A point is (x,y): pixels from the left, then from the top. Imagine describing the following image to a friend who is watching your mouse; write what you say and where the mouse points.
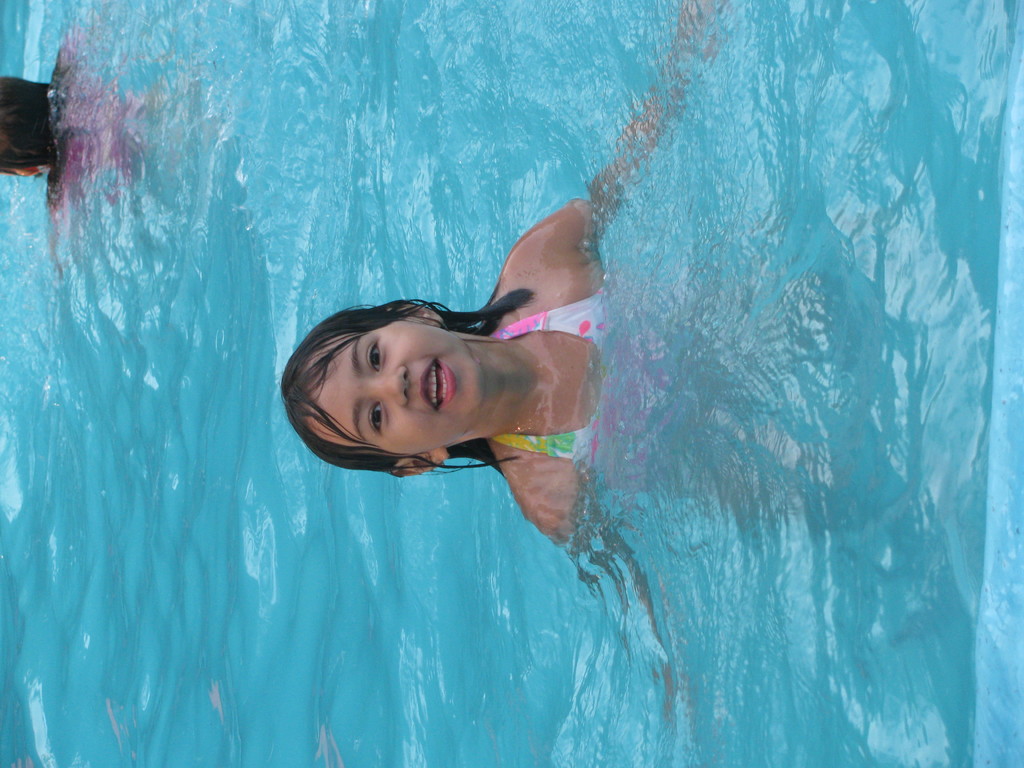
In this image we can see a person (521,408) in the water (628,271). On the left side of the image (97,132) there is an another person (12,86) in the water (66,73).
